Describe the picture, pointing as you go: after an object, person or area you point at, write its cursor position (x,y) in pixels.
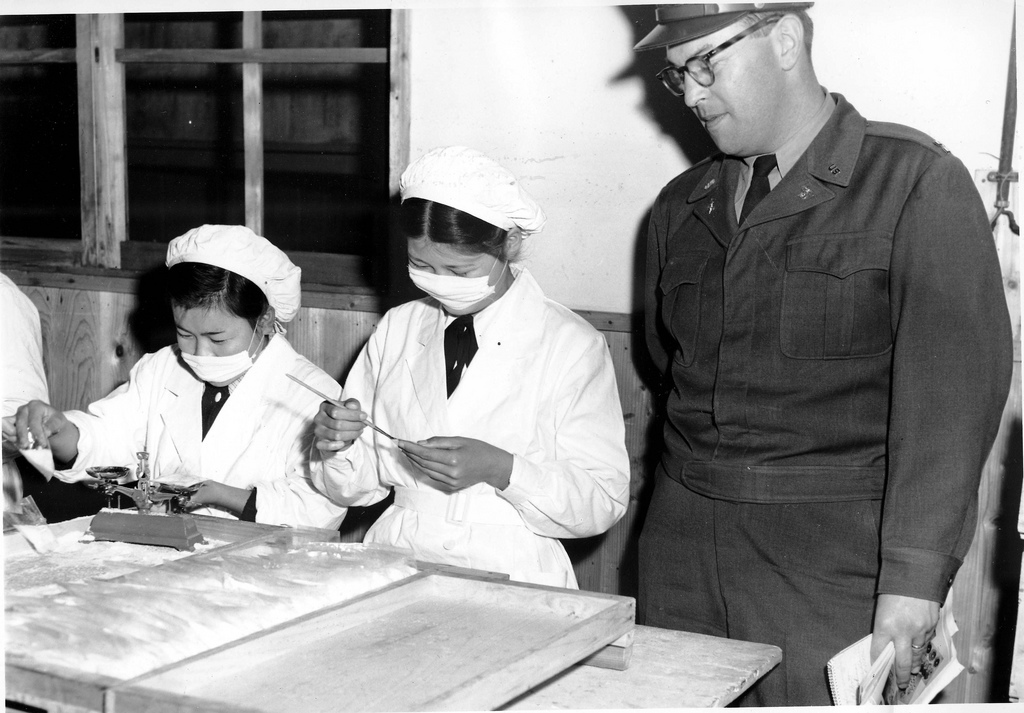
This is a black and white image. In the center of the image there is a table (708,648). There are two ladies (415,372) standing wearing white color dress (391,405) and mask (184,357). Beside them there is a person (695,238) wearing a cap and jacket (688,389). In the background of the image (612,241) there is wall (514,62). There is a window (263,43).
